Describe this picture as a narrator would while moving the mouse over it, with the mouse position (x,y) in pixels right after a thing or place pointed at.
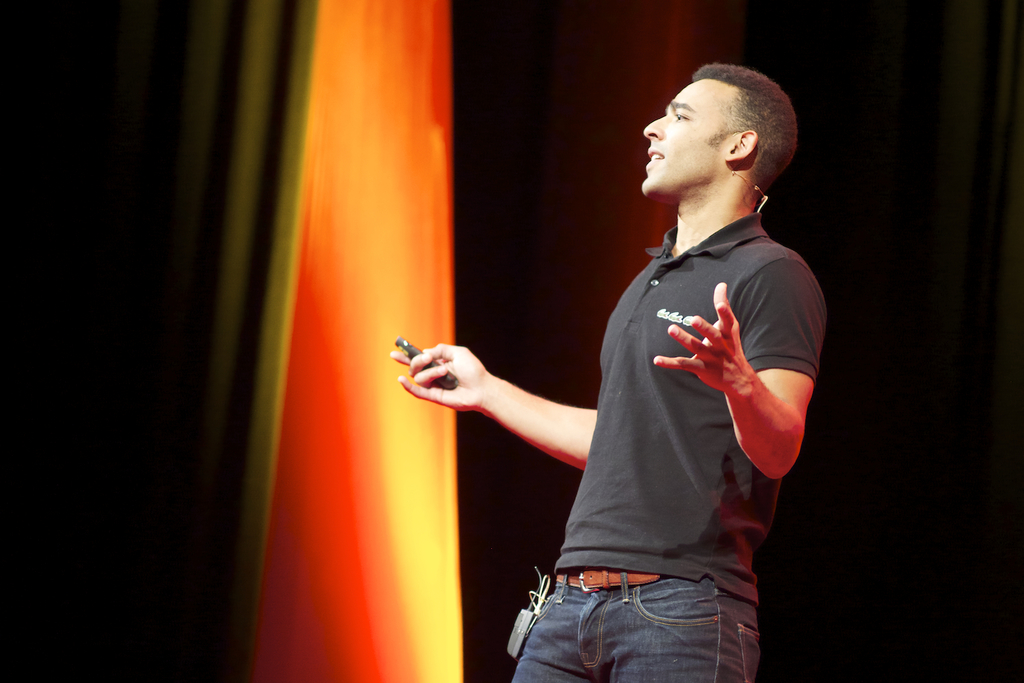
In the picture I can see a man (696,374) is standing and holding an object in the hand (471,394). The man (678,427) is wearing black color t-shirt (664,439) and jeans (605,662).
